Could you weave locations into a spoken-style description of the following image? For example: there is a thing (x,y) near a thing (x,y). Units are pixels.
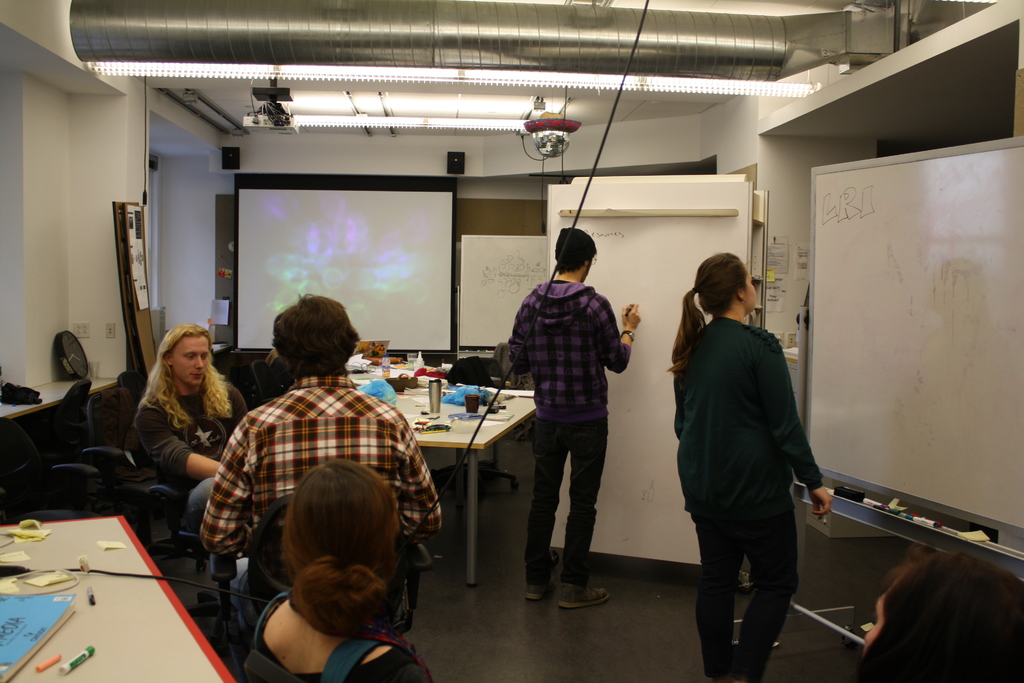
In this picture we can see some persons (248,454) sitting on the chairs (132,393). This is table (129,660). On the table (80,592) there is a book (25,598), marker (56,657), and papers (31,582). Here we can see two persons (759,484) standing on the floor (636,657). These are the boards (675,229). Here we can see a screen (416,216) and these are the lights (692,85).
